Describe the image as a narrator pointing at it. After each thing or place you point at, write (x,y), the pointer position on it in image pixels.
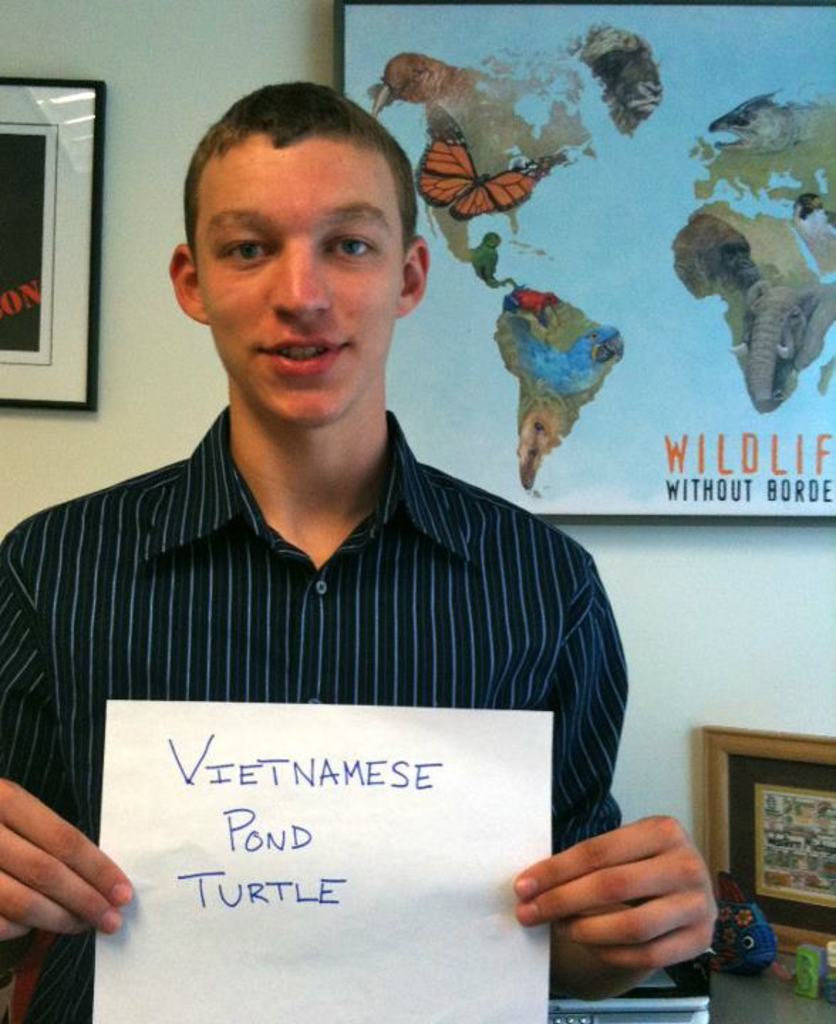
In this image, we can see a man (327,653) is holding a paper (273,844). On the paper (263,760), we can see some text (289,823). He is smiling and seeing. Background (186,374) we can see a wall (161,396), photo frame (47,313), map (521,386). Right side (810,966) bottom, we can see few objects (723,912) and things (744,912).
